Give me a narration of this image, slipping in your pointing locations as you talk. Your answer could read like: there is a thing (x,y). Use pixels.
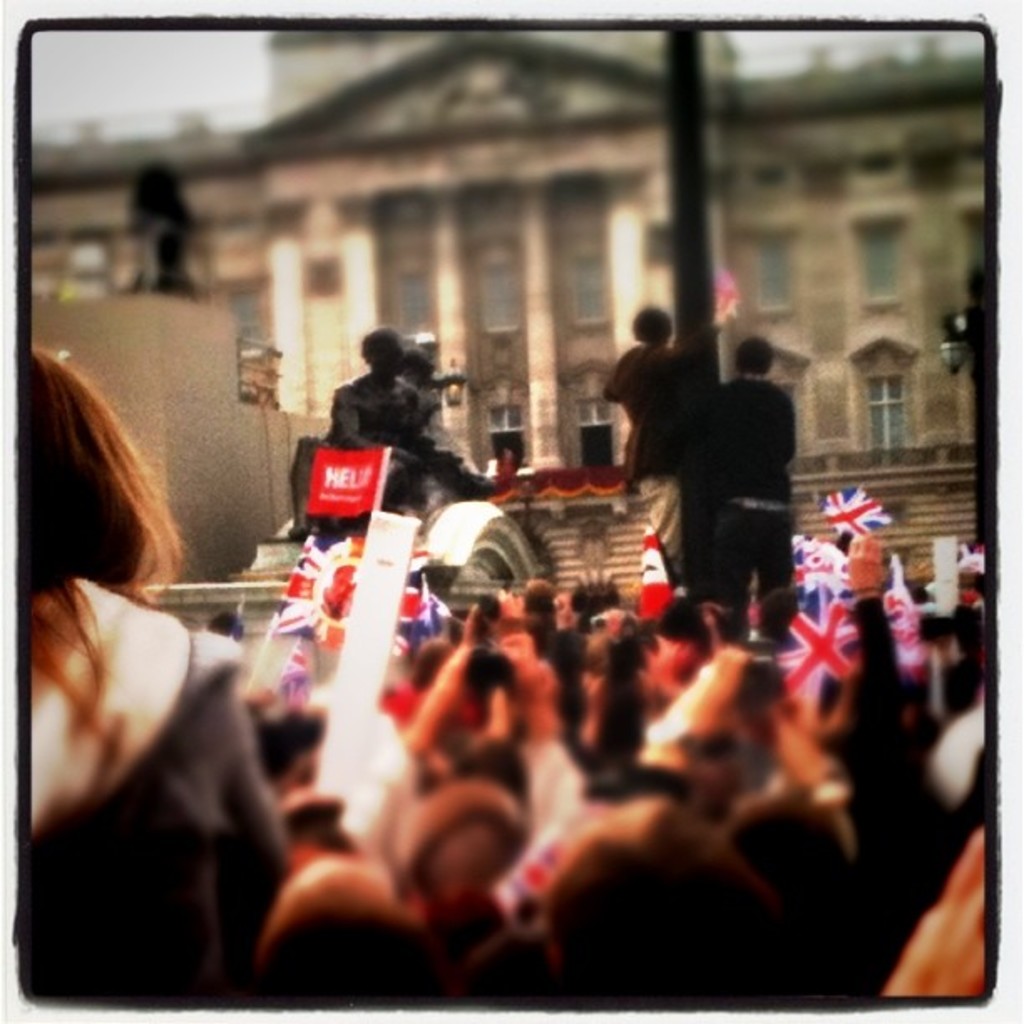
The picture is blurred where we can see a few people (345,837) standing here by holding flags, here we can see statues (371,362) and buildings (822,234).
